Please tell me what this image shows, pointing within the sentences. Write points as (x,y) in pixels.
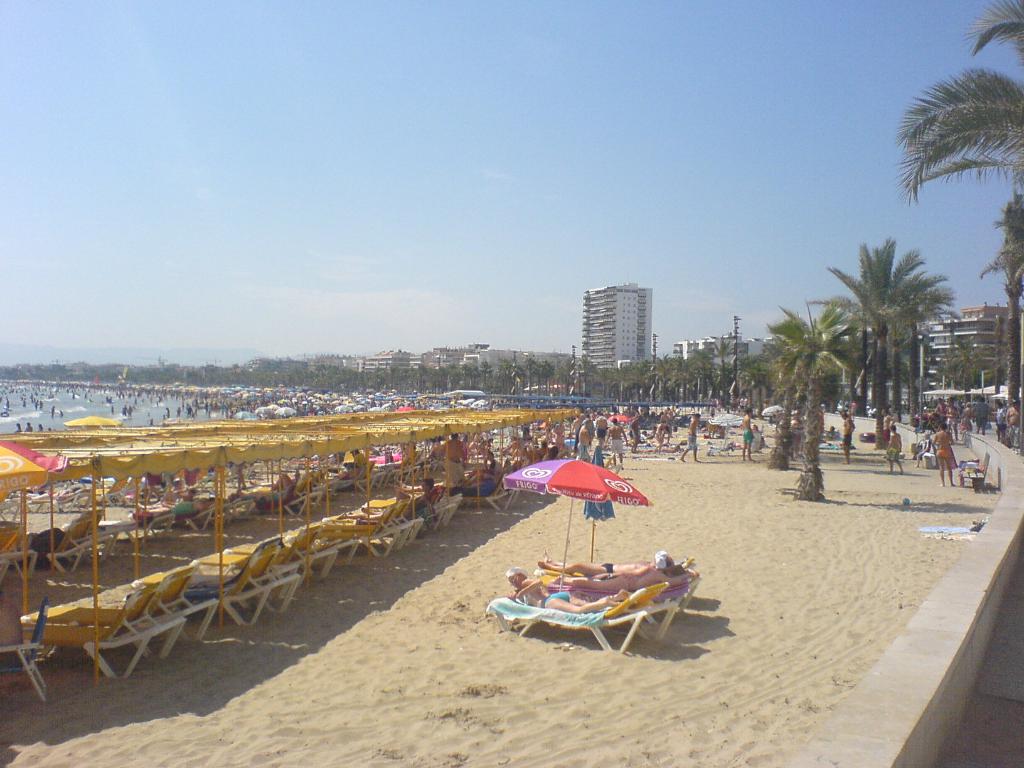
In the center of the image (561,493) we can see some people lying on the beach chairs (589,633) under an outdoor umbrella (587,479). On the left side (217,558) we can see a group of people (454,489) and beach chairs (318,526) under a tent (178,460). On the right side (745,440) we can see a group of people (758,448) on the sea shore (691,454). We can also see some trees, poles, a group of buildings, some people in the water (157,409) and the sky (92,297) which looks clear.
